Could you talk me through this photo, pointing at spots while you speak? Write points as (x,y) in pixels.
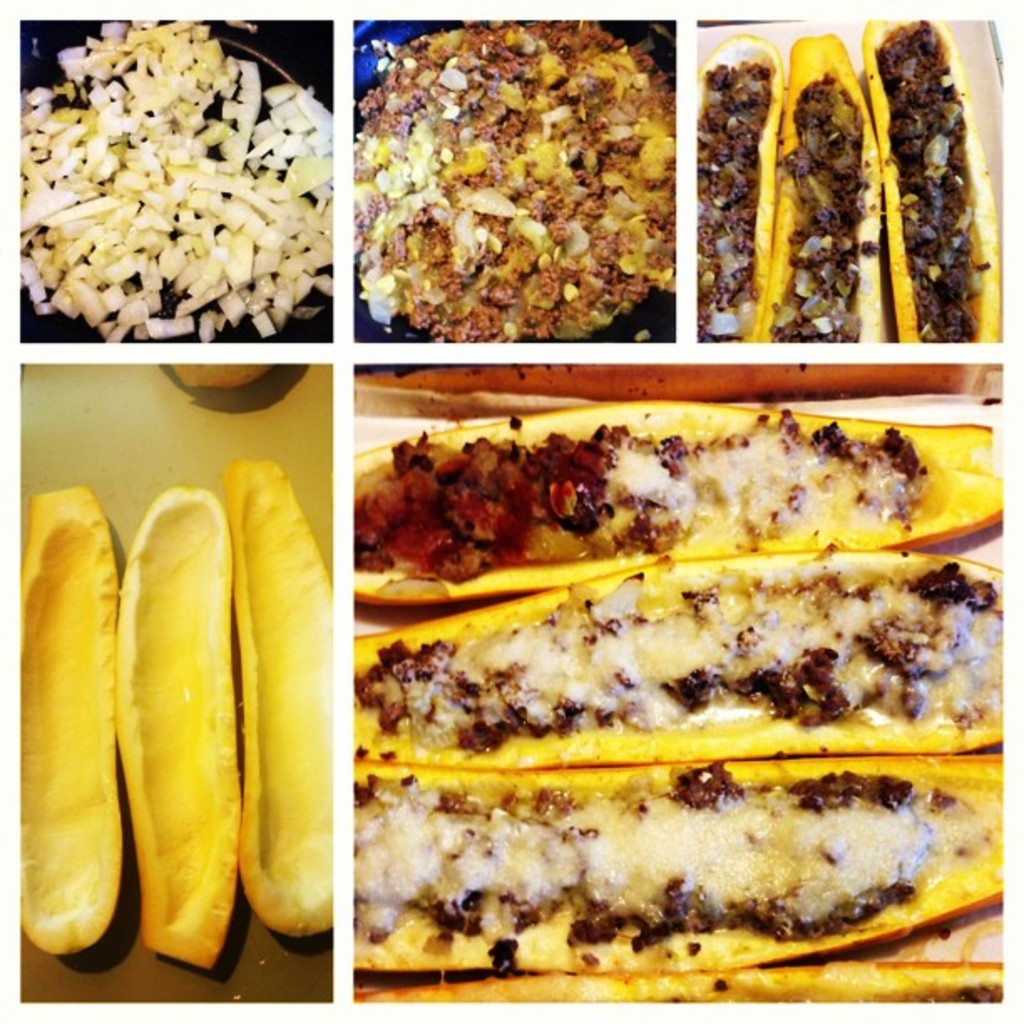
This is a collage picture and in this picture we can see food items (858,199) and plates (846,41).
